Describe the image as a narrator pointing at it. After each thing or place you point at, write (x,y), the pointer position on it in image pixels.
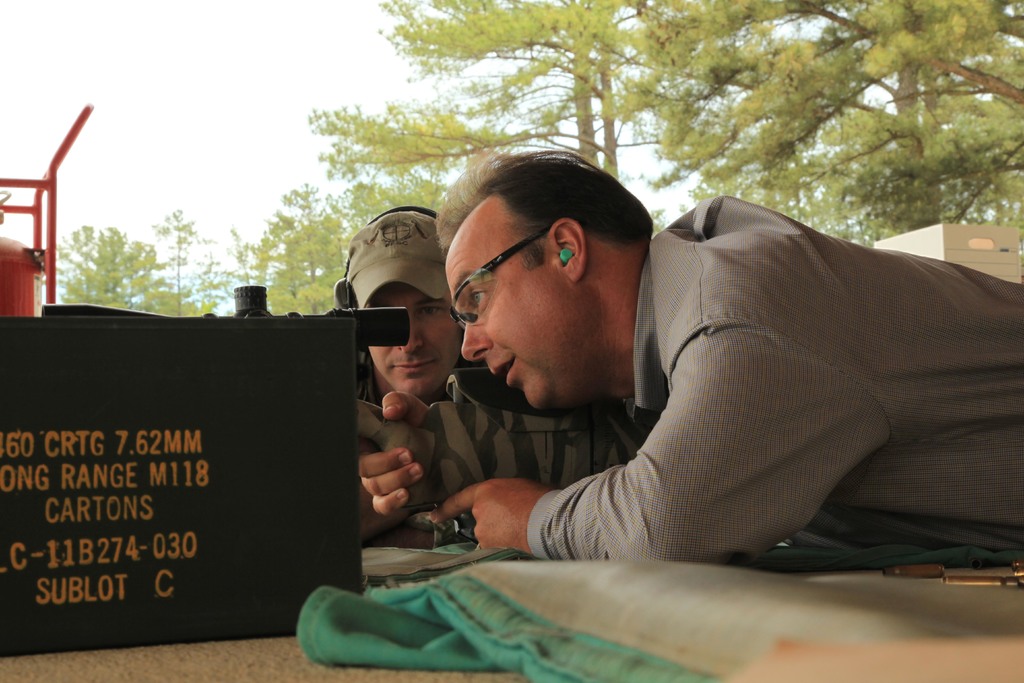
In this image we can see two persons (730,364). There are many objects (441,544) on the floor (363,666). There are many trees (702,96) in the image. There is a sky (222,59) in the image.
